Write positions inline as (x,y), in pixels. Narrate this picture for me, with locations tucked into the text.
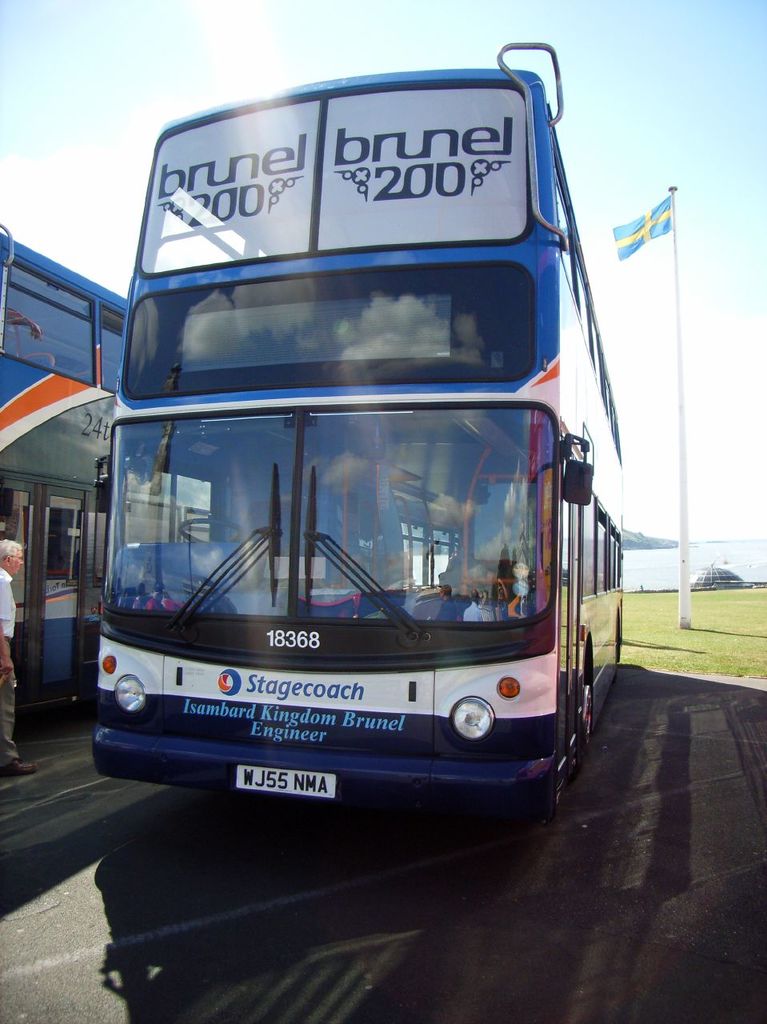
In this image there is a bus (290,531) on the road (254,832), Behind the bus (358,745) there is a flag post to which there is a flag (639,226). On the left side (38,383) there is another bus (38,375). At the top (637,192) there is sky (111,43). On the right side (715,639) there is a ground (710,621).
